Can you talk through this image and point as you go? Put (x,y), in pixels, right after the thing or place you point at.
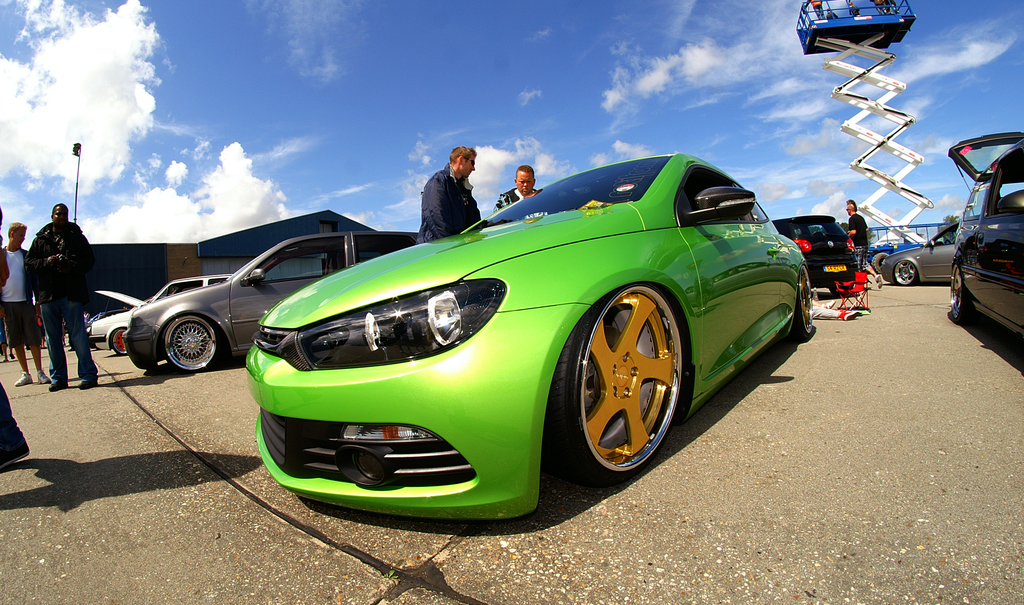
In this picture we can see cars (354,366) and some people (19,275) standing on the road (621,486), house (136,290) and in the background (223,227) we can see the sky (842,212) with clouds (85,92).
